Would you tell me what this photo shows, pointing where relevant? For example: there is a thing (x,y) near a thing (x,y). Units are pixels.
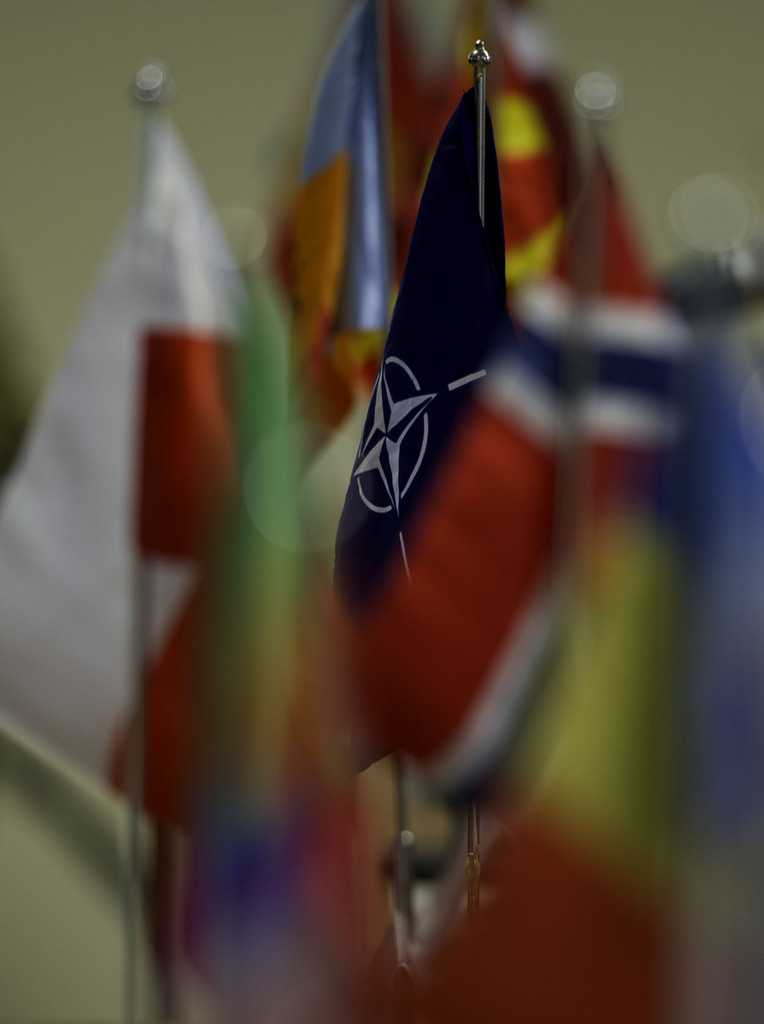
It is a blur image, it looks like there are few flags (424,509) but only one of the flag (459,318) is highlighted in the image.
